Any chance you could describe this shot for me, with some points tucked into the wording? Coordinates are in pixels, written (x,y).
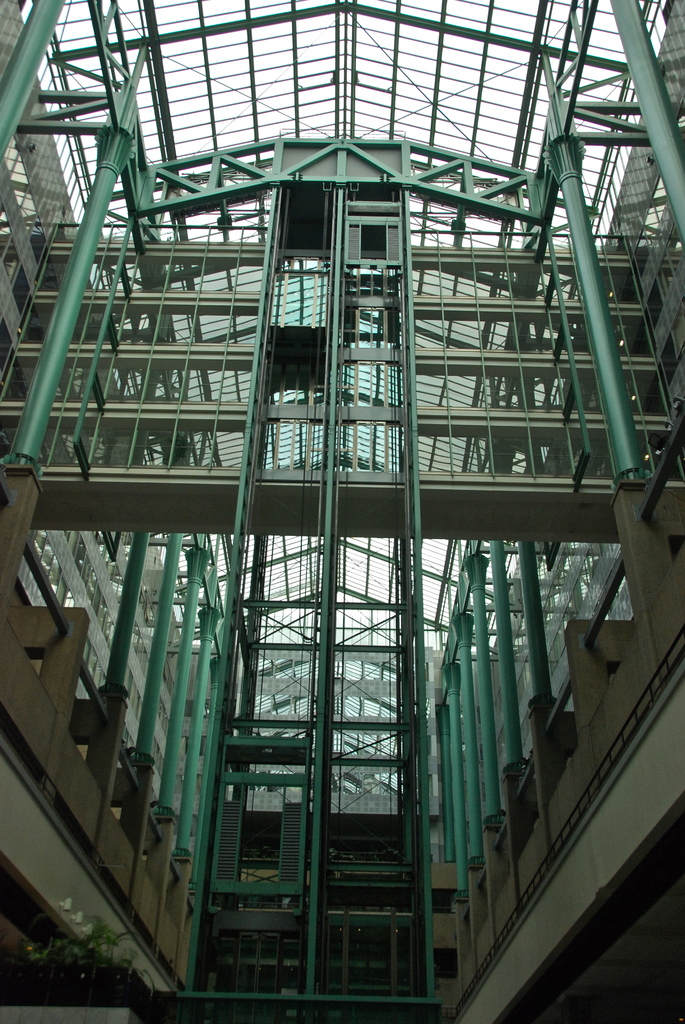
A picture inside of a building (300,400). These are pillars (485,680). Here we can see rooftop (326,96) and plants (110,955).
